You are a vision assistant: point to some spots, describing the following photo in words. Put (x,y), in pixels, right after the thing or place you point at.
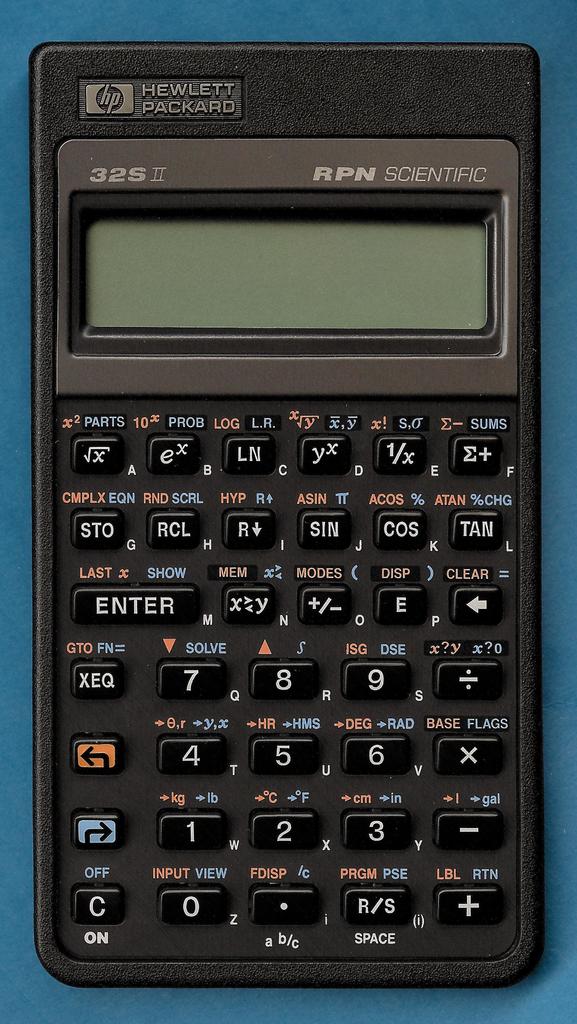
In this image we can see a calculator (531,420) placed on the surface (15,840).
